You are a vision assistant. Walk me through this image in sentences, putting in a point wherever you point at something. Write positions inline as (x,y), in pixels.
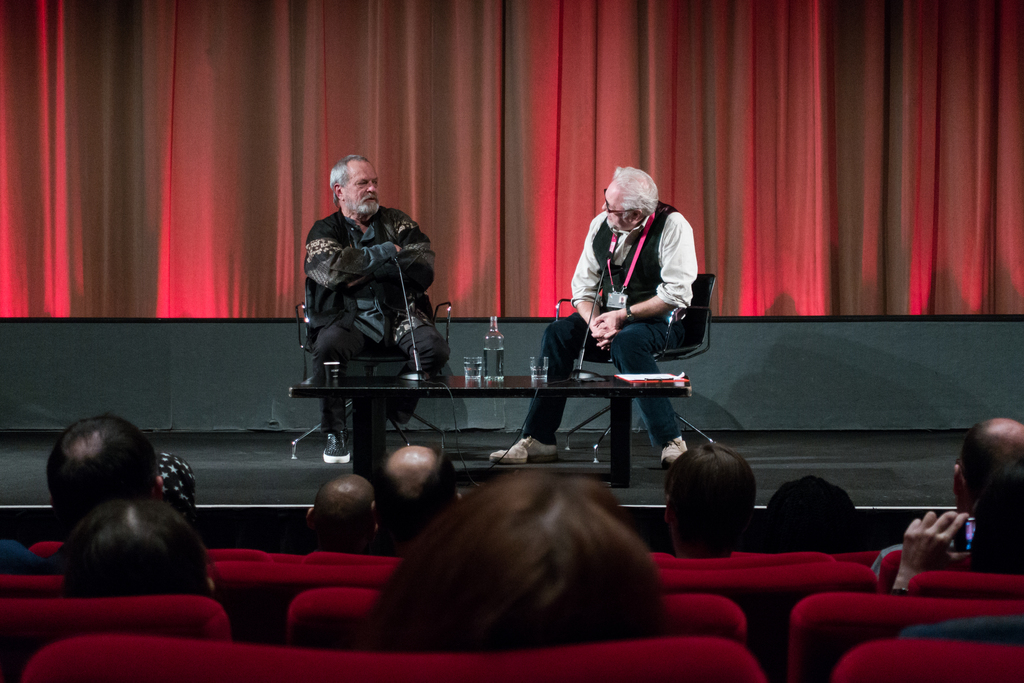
In the foreground of the picture (398,476) there are people (1020,515) seated in chairs (322,597). In the center of the picture (446,389) on the stage (431,416) there is a table (481,393), on the table (450,393) there are glasses (480,374), bottle (487,346), mics (579,375) and a paper (619,377). In the center of the picture (417,304) there are chairs (437,309) and there are two persons (370,254). In the background (378,102) there are curtains (370,116).
